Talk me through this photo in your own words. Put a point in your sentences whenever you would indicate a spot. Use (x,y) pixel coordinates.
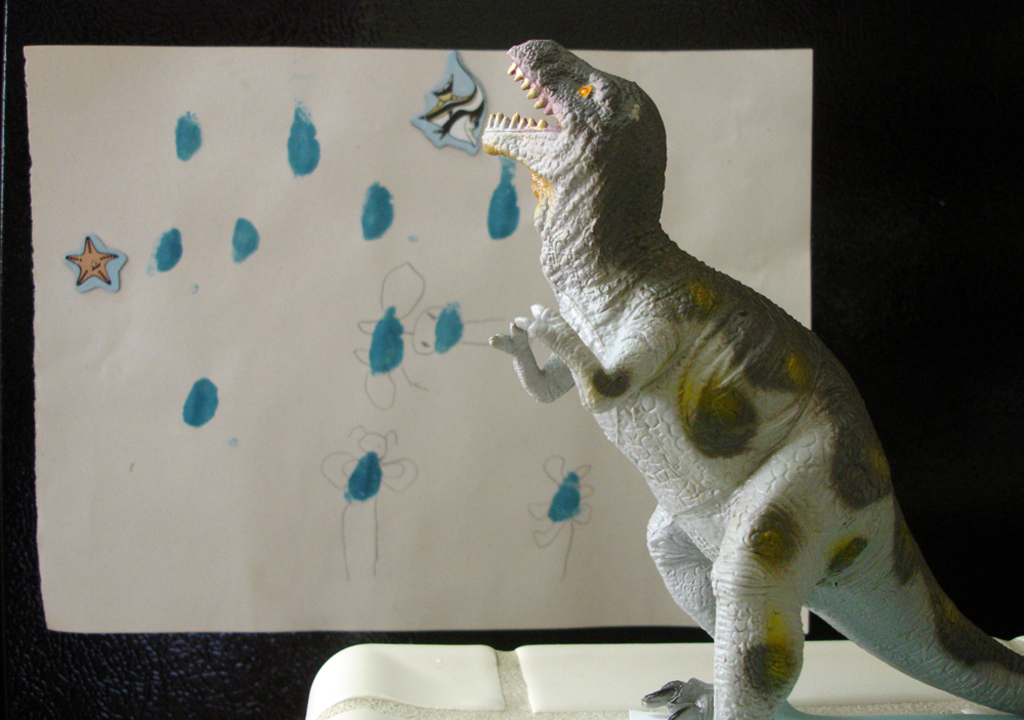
This image consists of a dinosaur (1012,686). It is a statue (591,268). There is a chart (431,284) in the middle (413,366).
